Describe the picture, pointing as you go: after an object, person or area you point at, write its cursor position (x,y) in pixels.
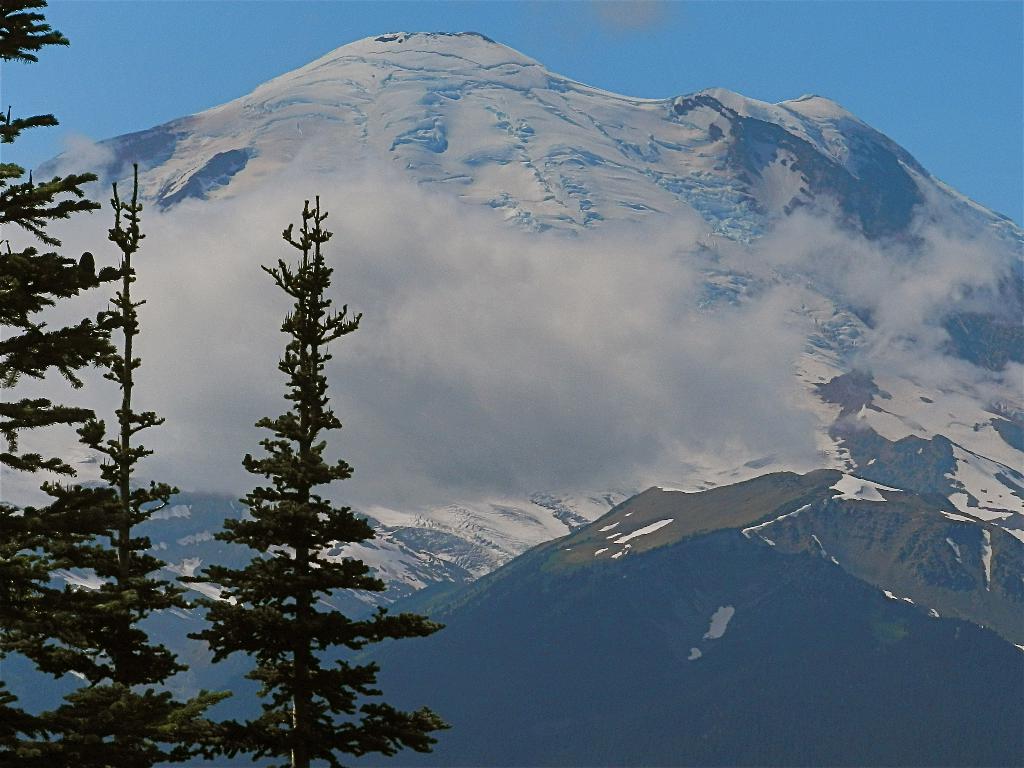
On the left corner of the picture (307,467), there are trees (298,652) and behind that, we see hills (797,507) which are covered with ice (765,226). At the top of the picture (958,63), we see the sky (954,86), which is blue in color.
